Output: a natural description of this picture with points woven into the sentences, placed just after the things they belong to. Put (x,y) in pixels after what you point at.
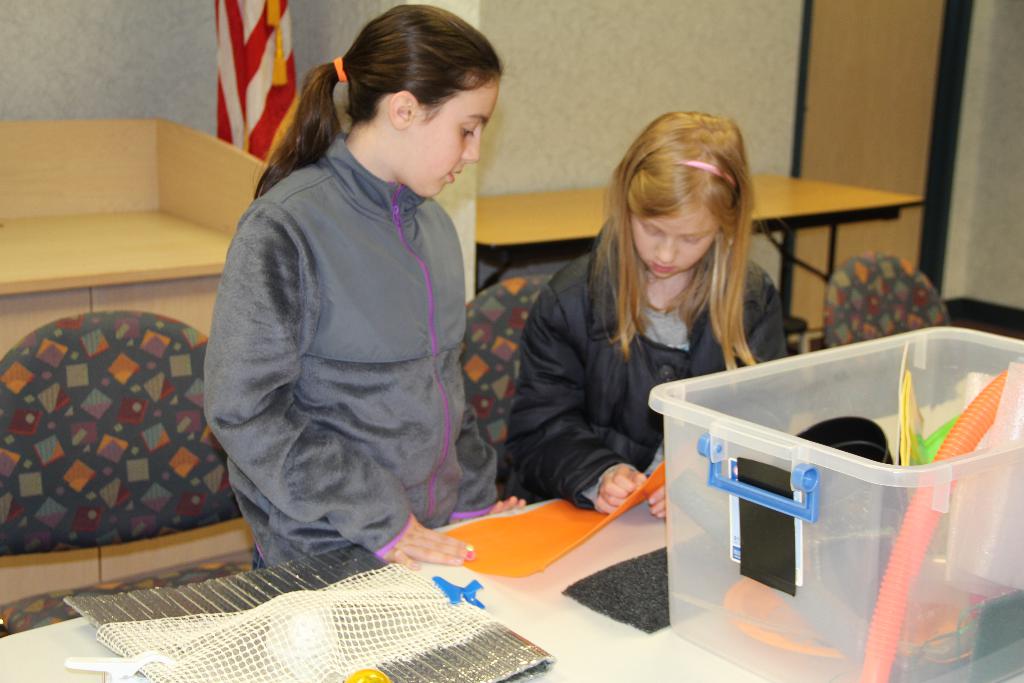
There are two girls (387,273) here in the given picture. Both of them are standing in front of a table (555,613) on which some accessories (661,568) were placed along with the basket (819,581) here. In the background (108,426) there are some chairs (146,420) and a cloth (252,74) here. We can observe a wall (651,67) here and a table (541,201).
